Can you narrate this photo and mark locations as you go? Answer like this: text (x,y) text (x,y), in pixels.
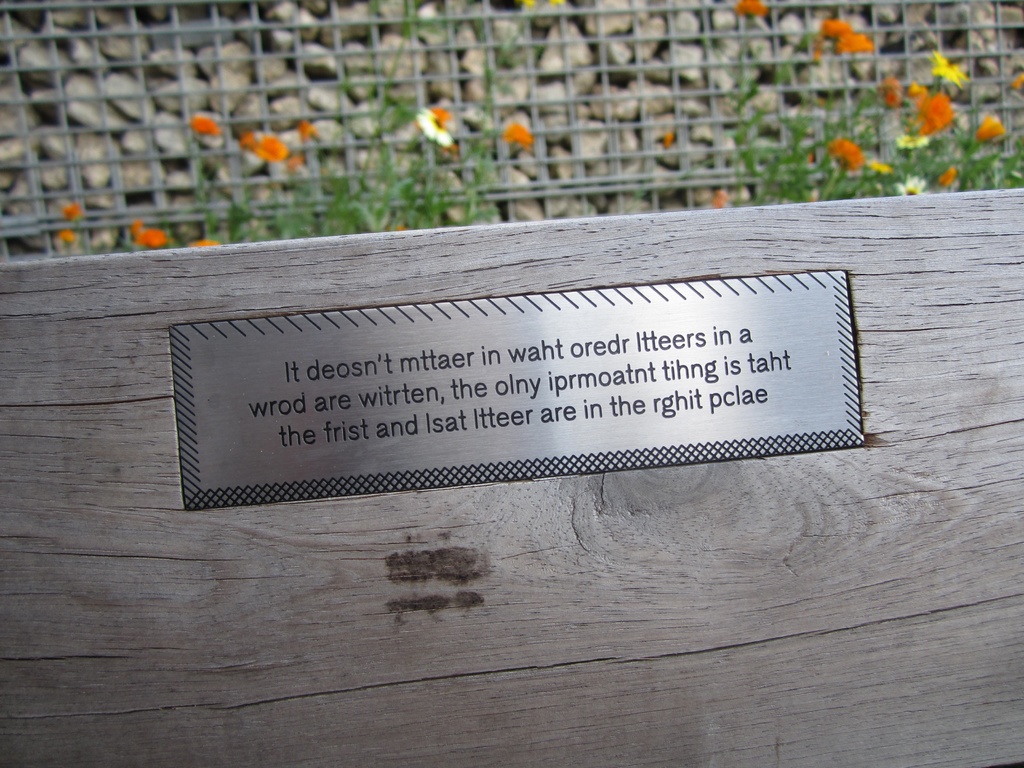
In the front of the image (558,530) I can see a wooden wall (563,554). To that wooden wall (862,563) there is a board (820,307). Something is written on the board (597,417). In the background of the image (436,48) there is a mesh (758,63), rocks (547,62) and flower plants (797,148).
